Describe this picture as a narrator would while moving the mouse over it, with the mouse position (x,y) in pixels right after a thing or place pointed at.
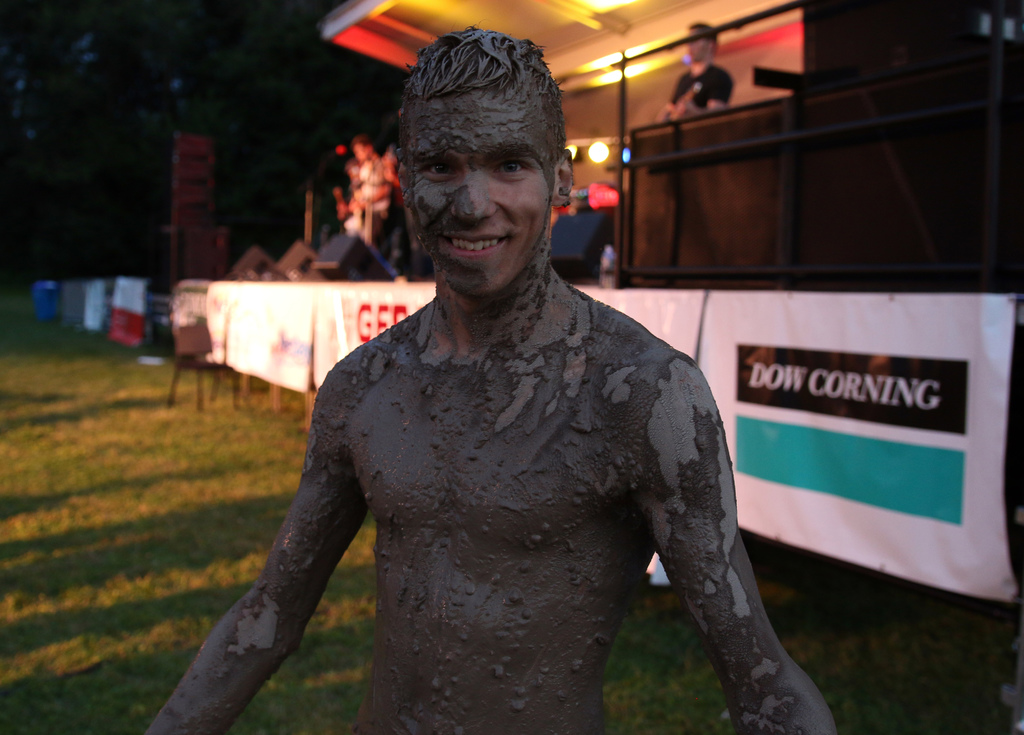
In this image we can see a person (486,497) with mud (479,455) on the body (411,391). On the ground (193,445) there is grass (221,489). In the back (238,359) there are banners (898,397). In the background (590,68) there is a stage (599,170) with speakers (345,240) and lights (626,70). Also there are people (360,145). In the background (189,75) there are trees (205,102).
